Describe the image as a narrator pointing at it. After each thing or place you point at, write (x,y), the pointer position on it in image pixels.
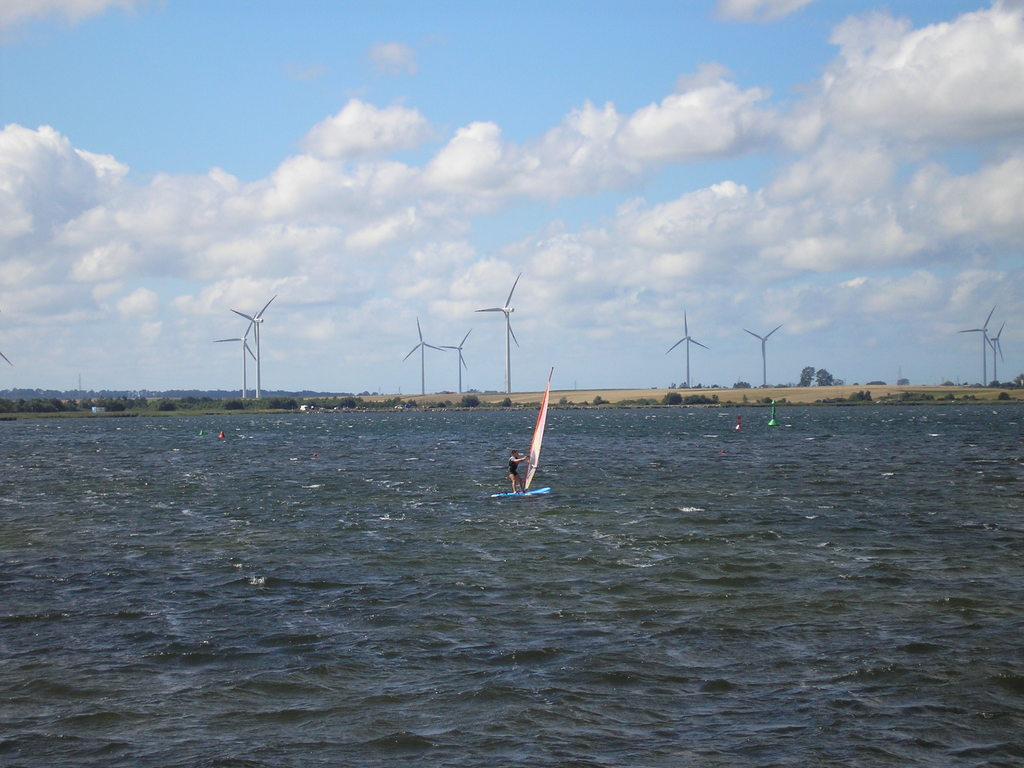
In this image, I can see a person (514,486) doing windsurfing. This looks like a sea (173,486) with the water (416,557) flowing. These are the windmills (257,327). I can see trees (62,404) and small bushes (118,404). These are the clouds (591,158) in the sky (591,158).
